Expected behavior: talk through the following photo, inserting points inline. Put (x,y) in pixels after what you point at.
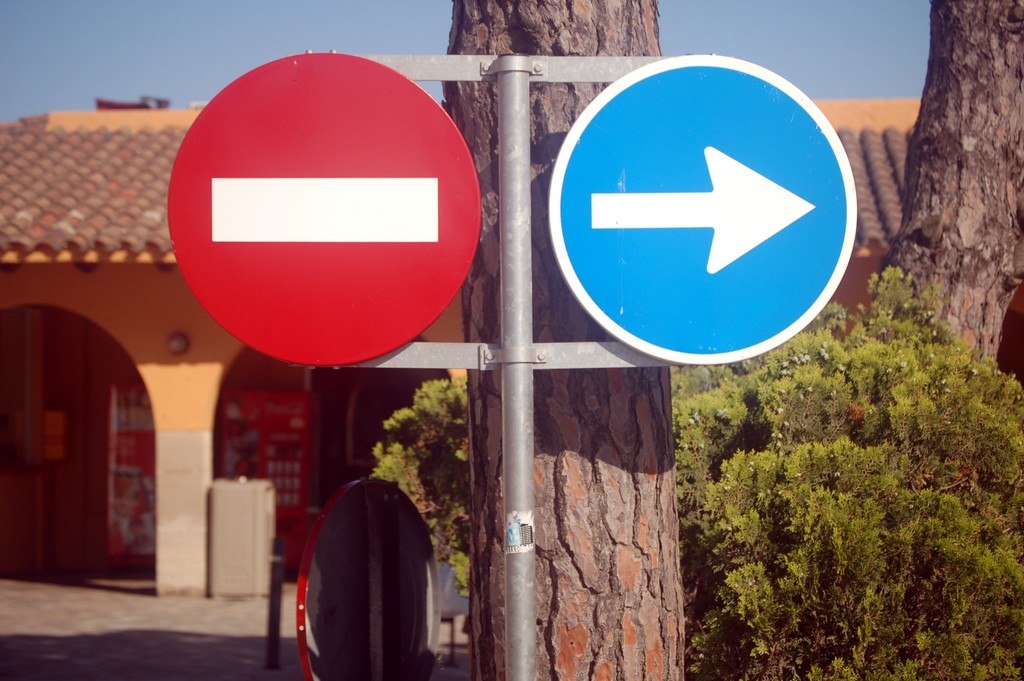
In the center of the image (643,235) we can see two sign boards (584,232) on a pole (504,427), group of trees (659,542), plants (885,572). In the background (243,473), we can see machines (222,470) placed on the ground (202,605), building (142,285) with roof (94,199), pillar (190,443) and the sky (191,54).
